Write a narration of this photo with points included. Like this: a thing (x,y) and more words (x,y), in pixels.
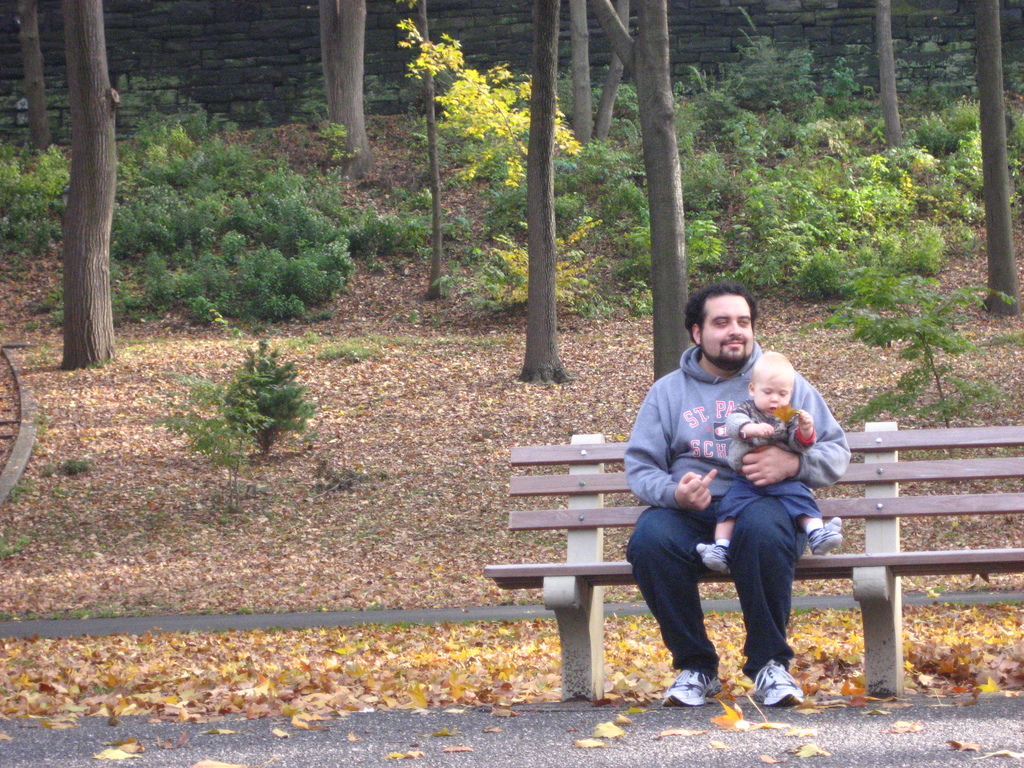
In this image there is person (703,397) and baby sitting in the bench (581,554) in the back ground (372,452) there are plants (226,326), trees (442,48), grass (323,459) and leaves (313,687).
